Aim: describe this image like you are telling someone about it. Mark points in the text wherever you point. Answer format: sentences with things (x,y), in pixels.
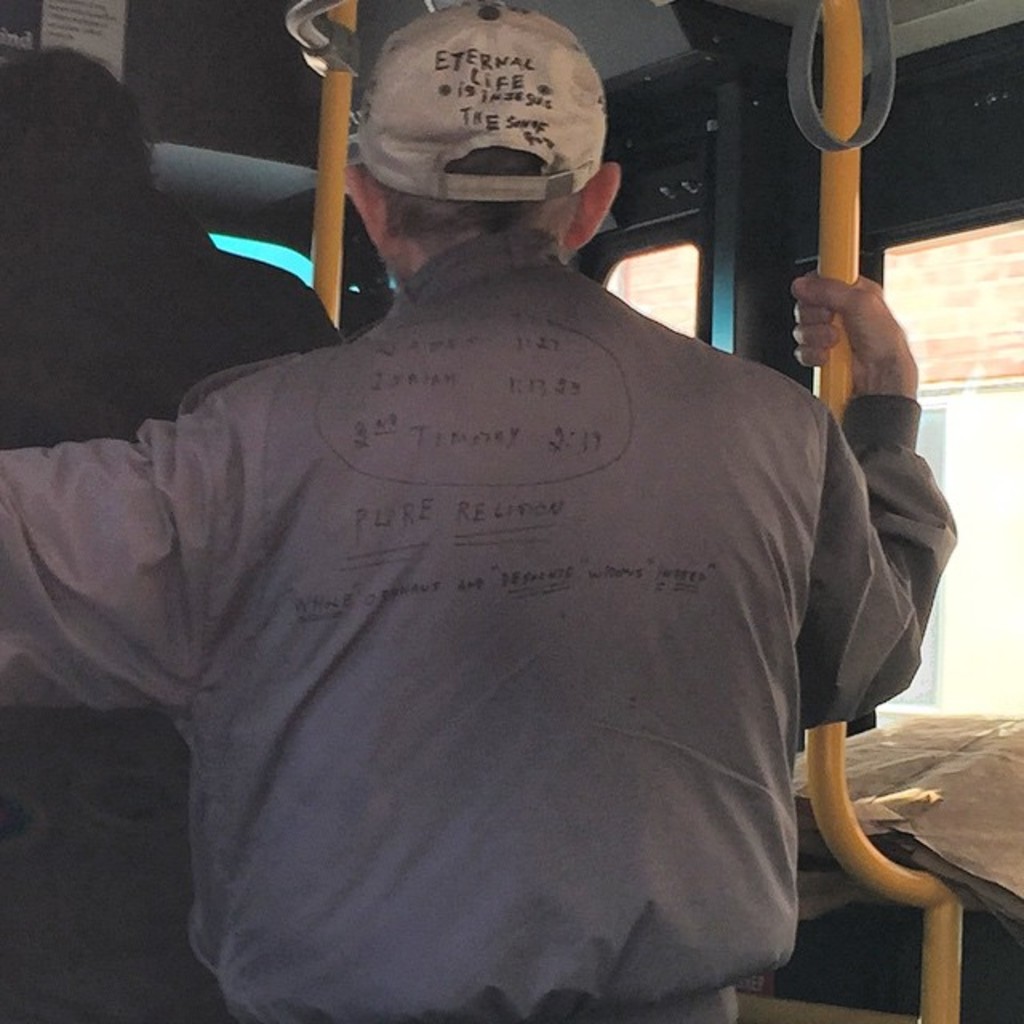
In this image, I can see two people (359,558) standing. I think this picture was taken inside the vehicle (377,288). These are the poles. I think this is a glass window (948,615).
